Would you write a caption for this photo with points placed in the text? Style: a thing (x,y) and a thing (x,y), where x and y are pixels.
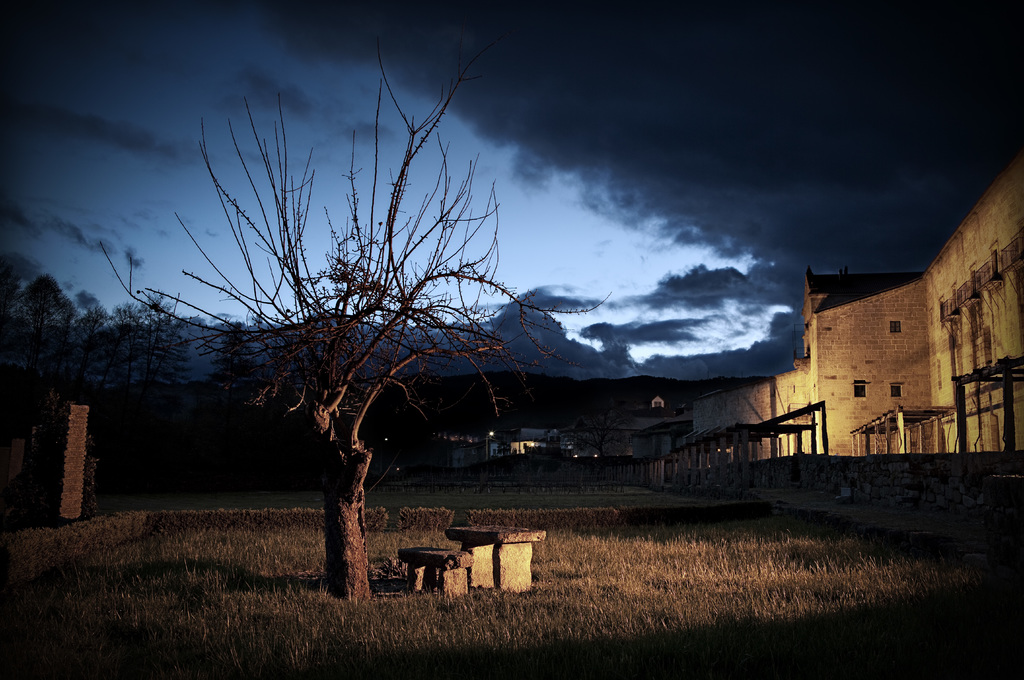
In this image in the foreground (390,553) there are some trees (361,587) and grass (772,600), and in the background (435,446) there are some houses (743,420) trees (124,432) and mountains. On the top of the image (422,166) there is sky (101,302).
